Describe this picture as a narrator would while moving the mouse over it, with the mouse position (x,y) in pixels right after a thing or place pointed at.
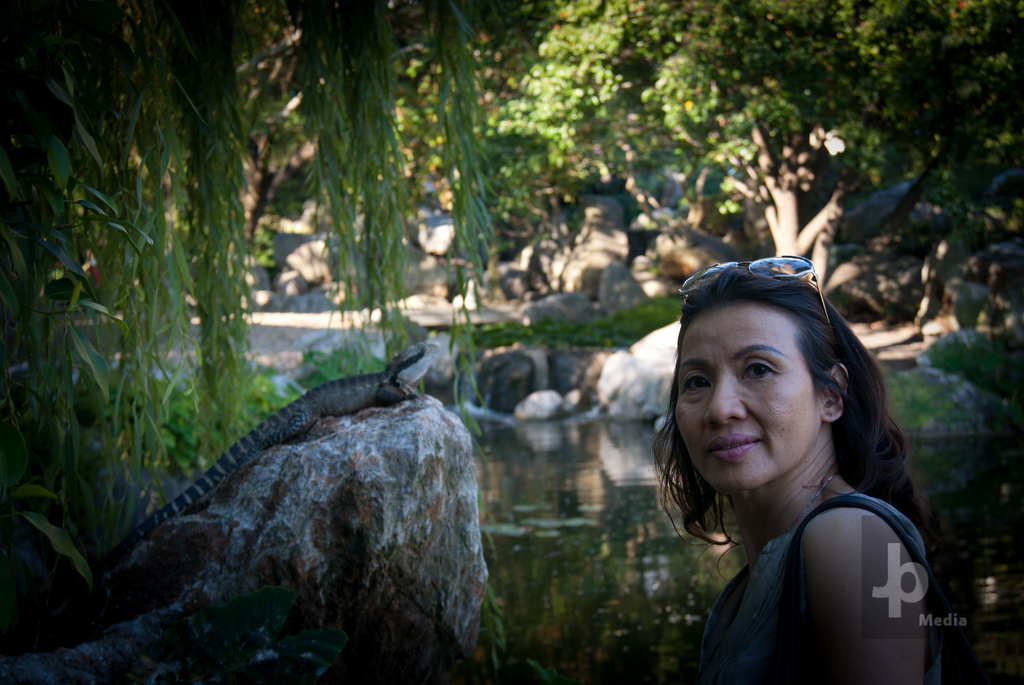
In this picture we can see a woman (695,373), beside to her we can see water (546,522), few rocks (577,374), reptile (369,384) and trees (461,235), and also we can find spectacles (762,267).
